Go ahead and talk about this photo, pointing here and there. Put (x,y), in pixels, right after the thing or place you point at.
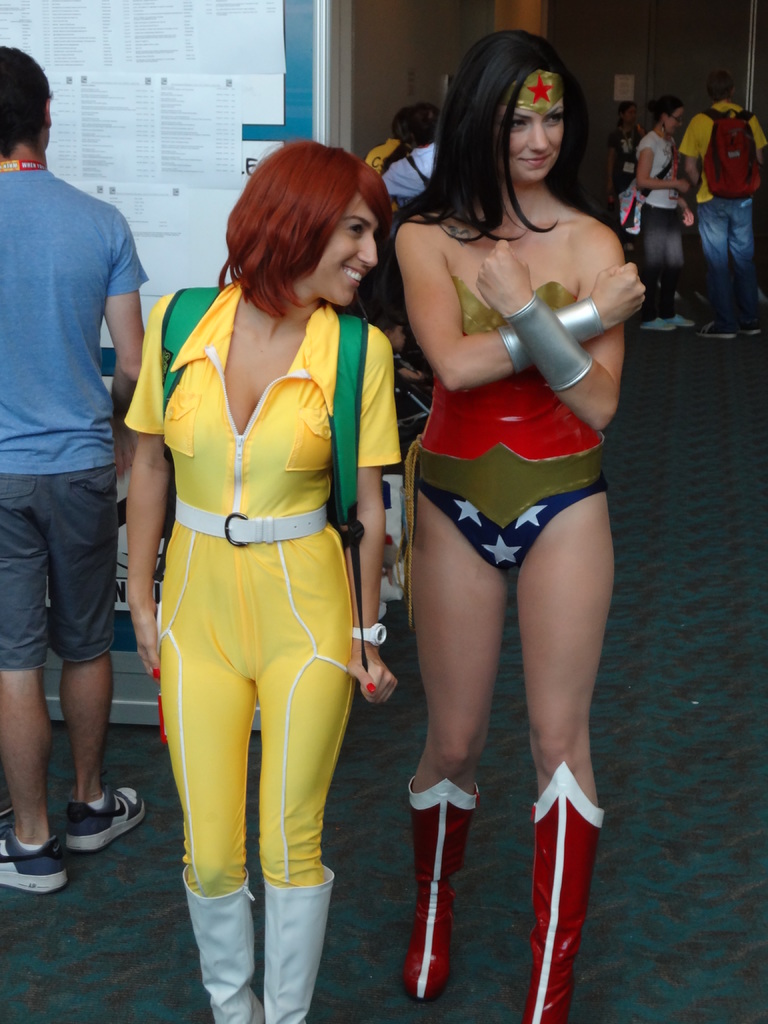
In this image, I can see the woman (596,468) standing and smiling. She wore a fancy dress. I can see groups of people (394,194) standing. These are the papers (165,138), which are attached to a notice board (311,79). This is the floor (714,818).
